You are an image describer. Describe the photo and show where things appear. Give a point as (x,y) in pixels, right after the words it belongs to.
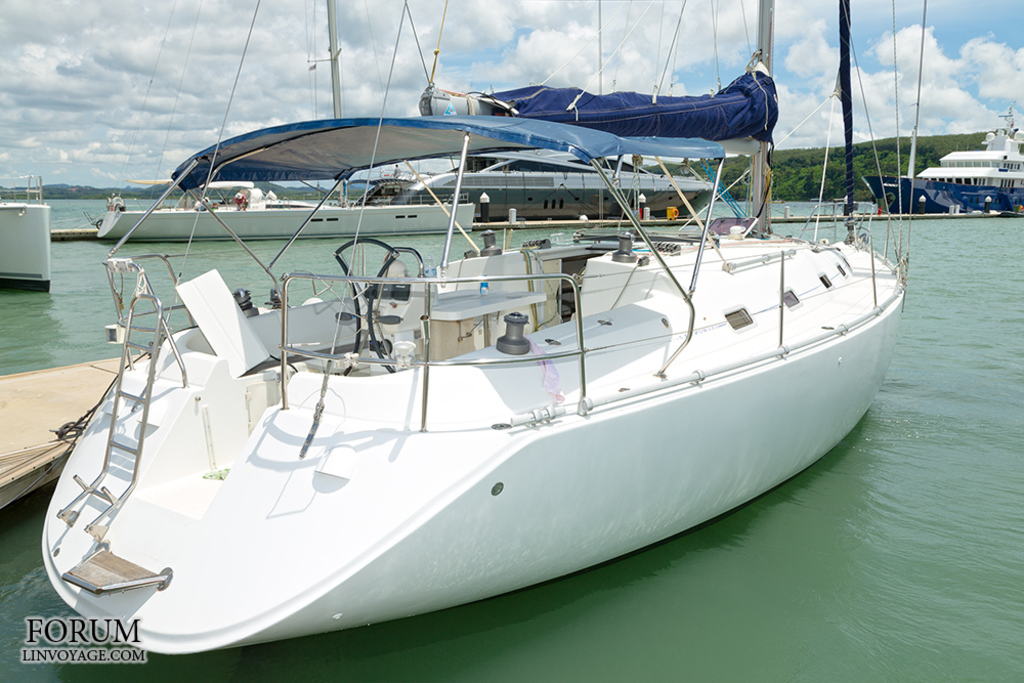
There is a white color boat (127,387) parked at the shipyard (24,471). Which is on the water (21,628). In the background (1008,198), there are other boats (366,208) on the water (959,299), there are mountains (893,164) and there are clouds (223,81) in the blue sky (638,81).
